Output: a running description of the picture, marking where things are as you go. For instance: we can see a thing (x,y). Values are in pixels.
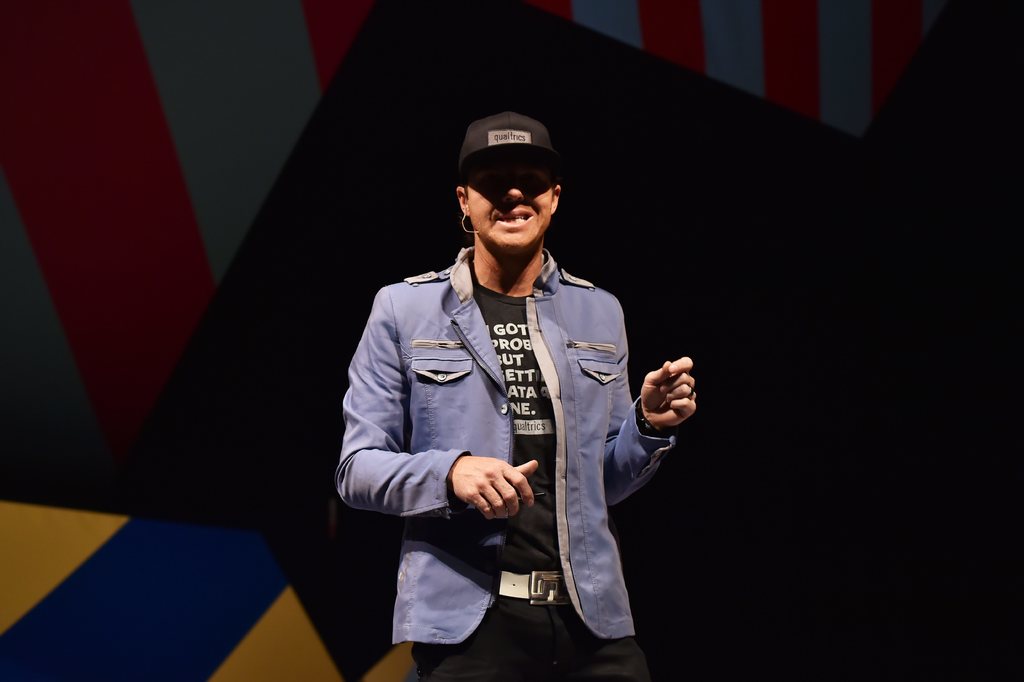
In this image there is a person (522,421) standing, behind the person (465,452) there is a wall (69,432).
